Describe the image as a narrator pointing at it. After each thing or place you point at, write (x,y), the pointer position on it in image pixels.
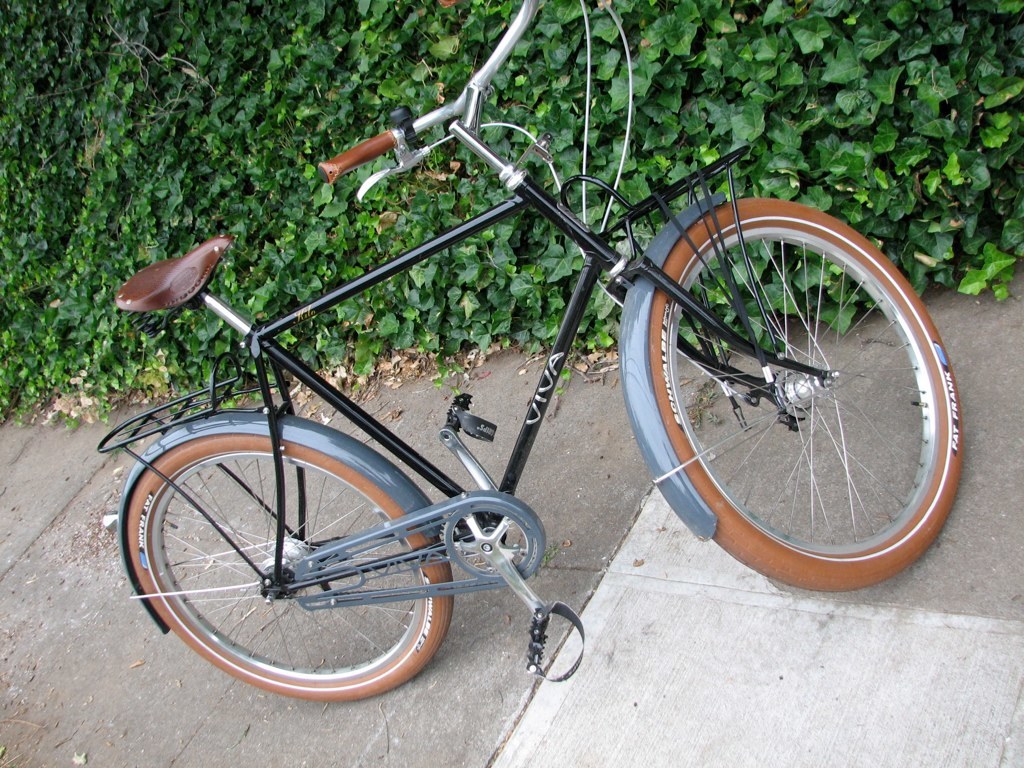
In this image I can see a bicycle (665,458) which is brown, black and ash color. Back I can see trees (790,38). Bicycle (686,515) is on the road (797,620).
